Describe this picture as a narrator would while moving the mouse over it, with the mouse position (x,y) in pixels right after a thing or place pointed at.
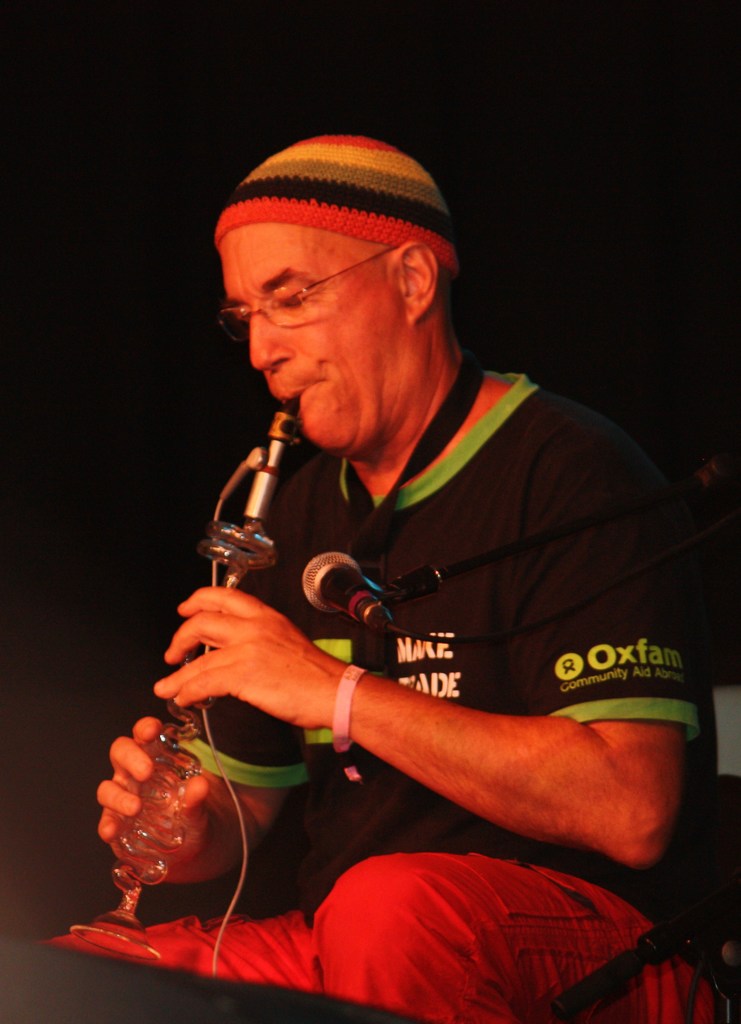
Here I can see a man (548,602) wearing a black color t-shirt (585,569), red color trouser (491,868), sitting facing towards the left side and playing some musical instrument (266,498). On the right side (564,532) there is a mike stand (410,582). The background (171,128) is in black color.
